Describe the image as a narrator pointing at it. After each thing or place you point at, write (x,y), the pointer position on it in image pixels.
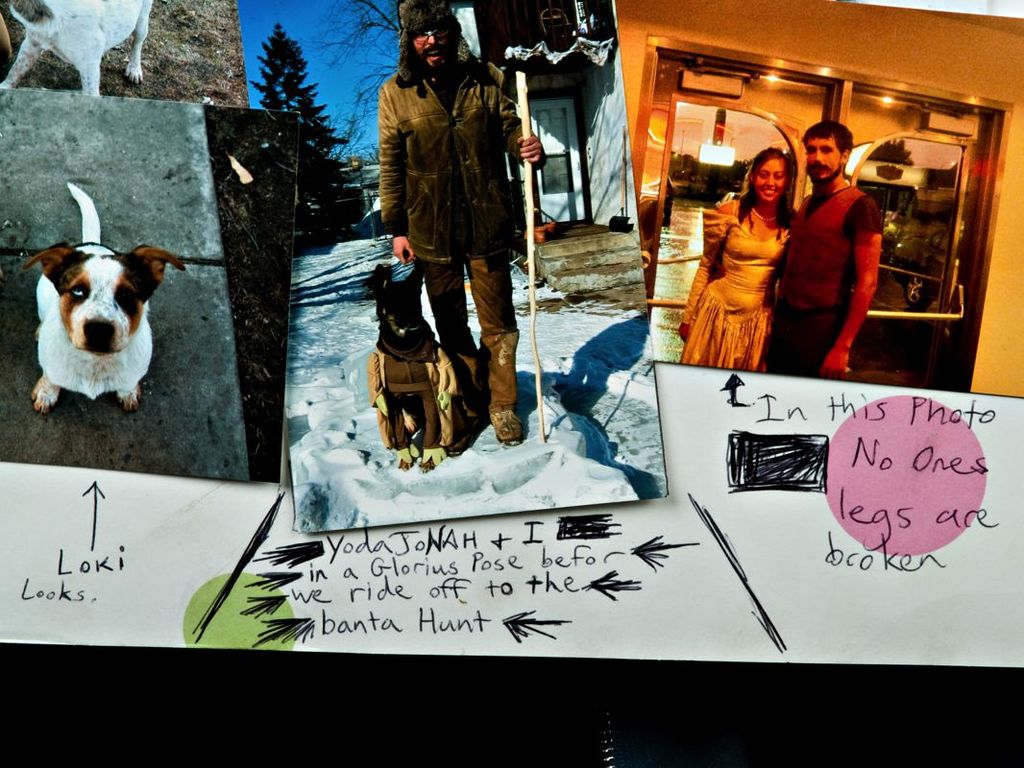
In this image I can see few different photos (335,336) on the white color surface (204,522) and I can see few persons (483,304) standing in the photos (517,237) and I can see the dog (127,339) in white and brown color. Background (335,59) I can see few lights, plants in green color and the sky (339,47) is in blue color.
